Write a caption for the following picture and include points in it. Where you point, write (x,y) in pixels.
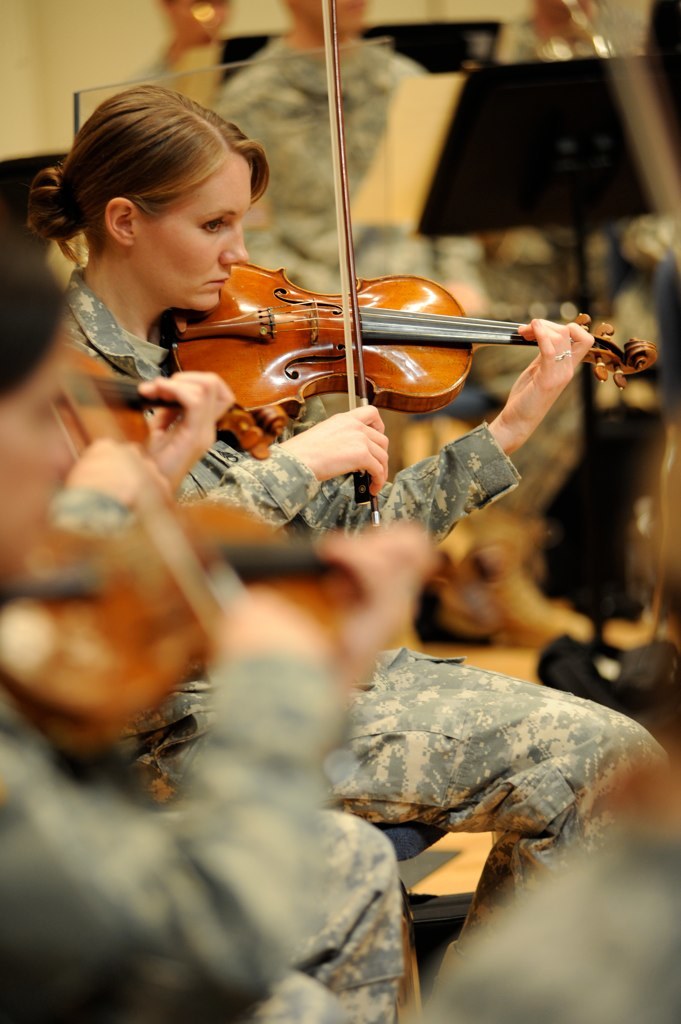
In this picture there is a woman (198,209) sitting on a chair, she is playing a violin (359,331). She is wearing a shirt (277,473) and a trouser (506,705). To the left bottom (3,818) there is another woman (267,646) playing a violin (89,726) and she is blurred.
